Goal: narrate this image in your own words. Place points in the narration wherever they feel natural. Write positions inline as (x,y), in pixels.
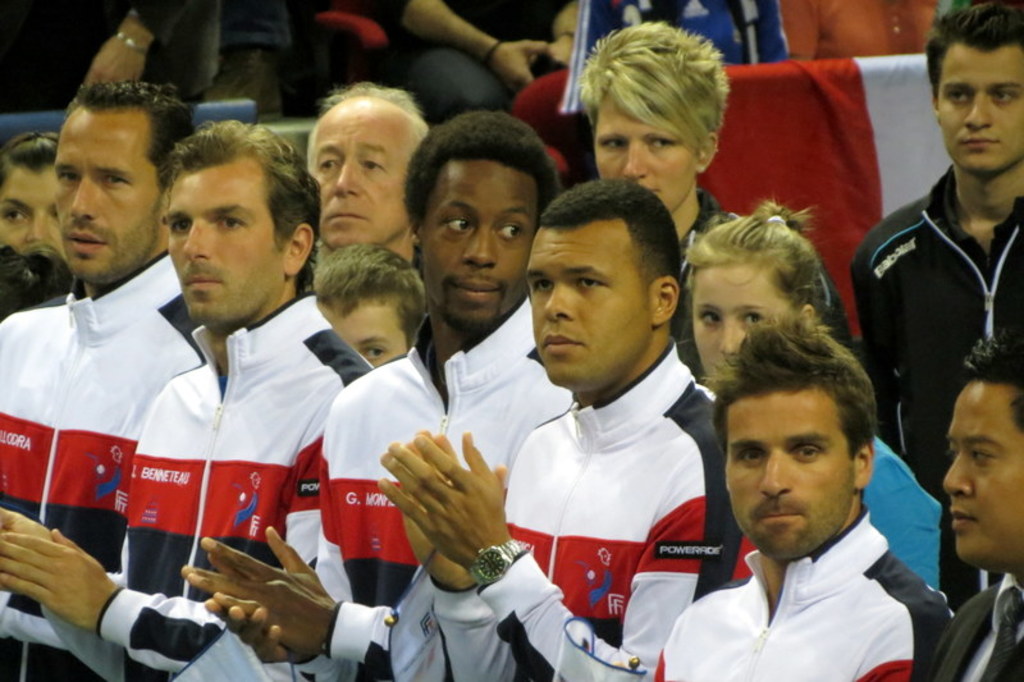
In the image we can see there are people (307,309) wearing clothes (338,412) and some of them are clapping. Here we can see wrist watch (502,556).
